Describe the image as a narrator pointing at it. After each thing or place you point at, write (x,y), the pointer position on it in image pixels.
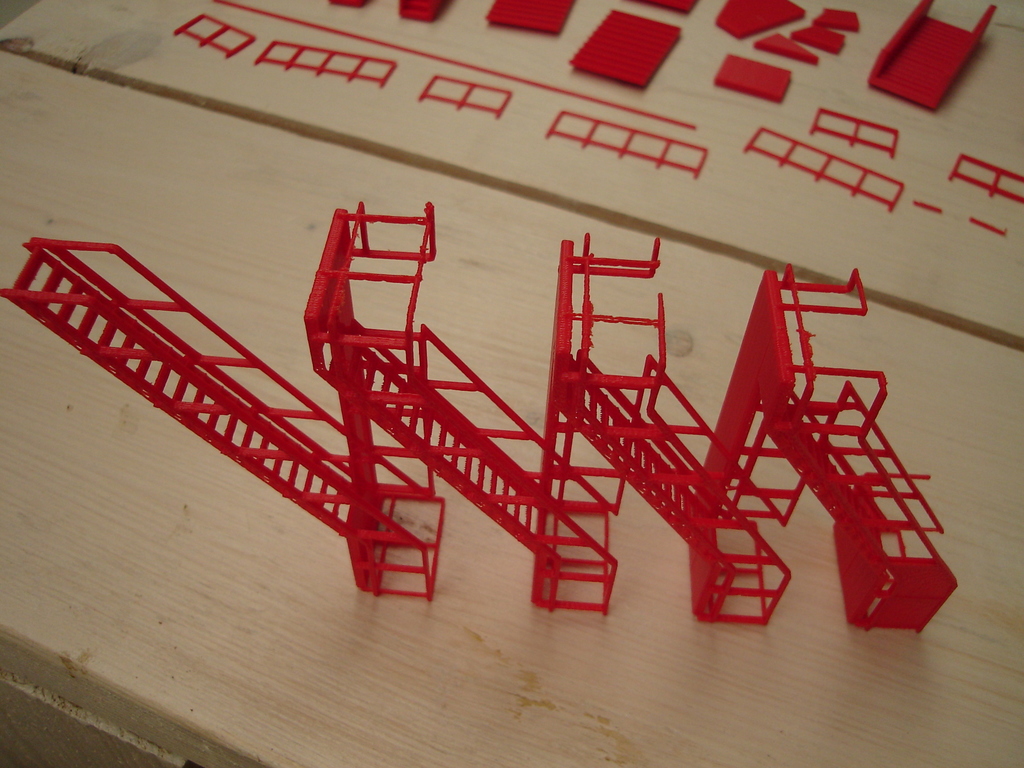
On a wooden surface (902,302) we can see a staircase model (180,403) in red color. These are parts (584,97) of the staircase model (429,487).
